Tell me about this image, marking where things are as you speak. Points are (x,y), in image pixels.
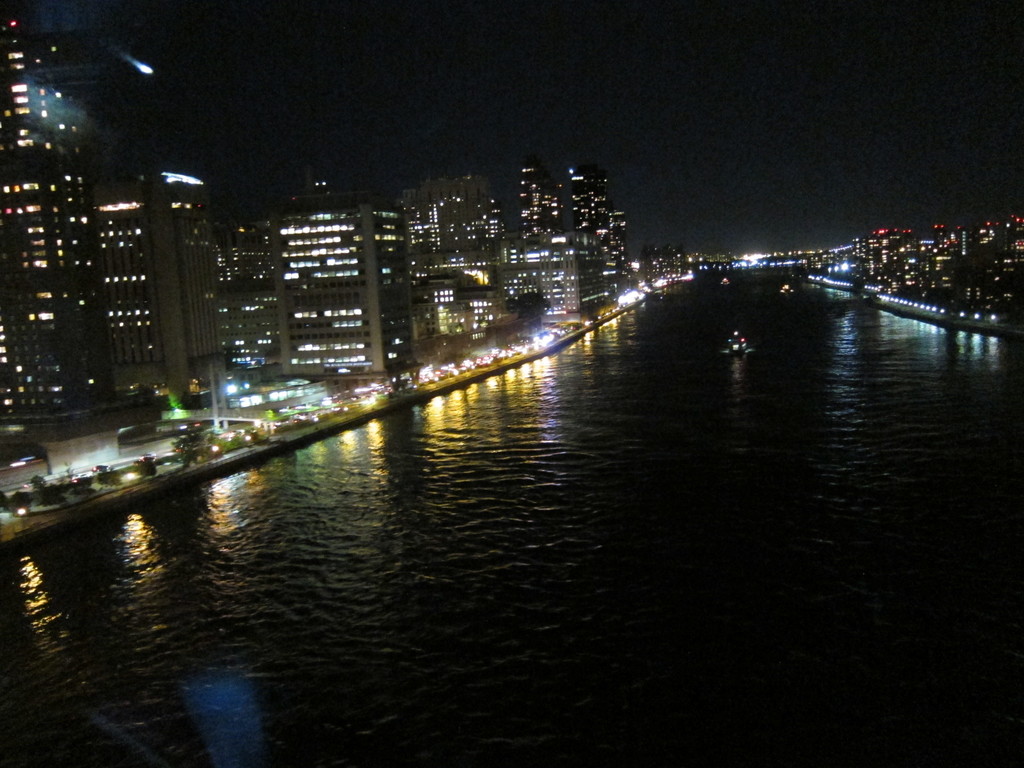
In this image we can see a lake (602,583). There are many buildings (940,274) at the either sides of the image. We can see the dark sky (725,168) in the image. We can see the reflections (532,374) of lights (414,385) on the water surface (462,413). There are few water crafts (735,340) in the image.
